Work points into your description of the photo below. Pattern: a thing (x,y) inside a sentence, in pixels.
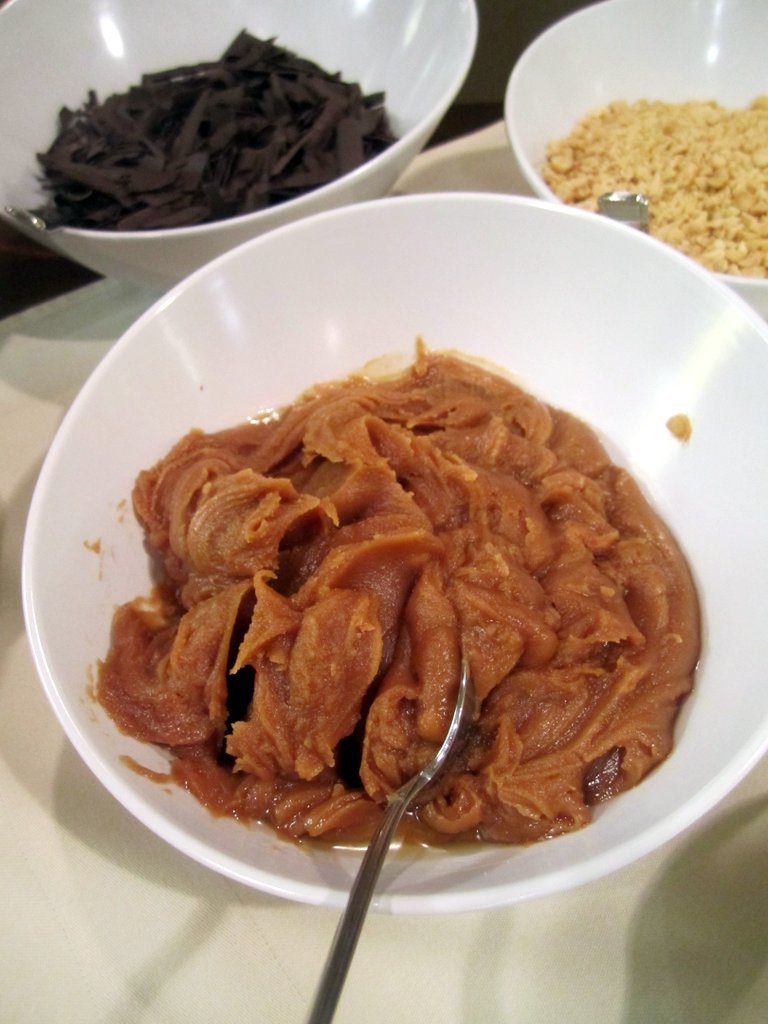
In this image I can see few food items (592,724) in the white color bowls (309,344). I can see a spoon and they are on the white surface (250,940).
